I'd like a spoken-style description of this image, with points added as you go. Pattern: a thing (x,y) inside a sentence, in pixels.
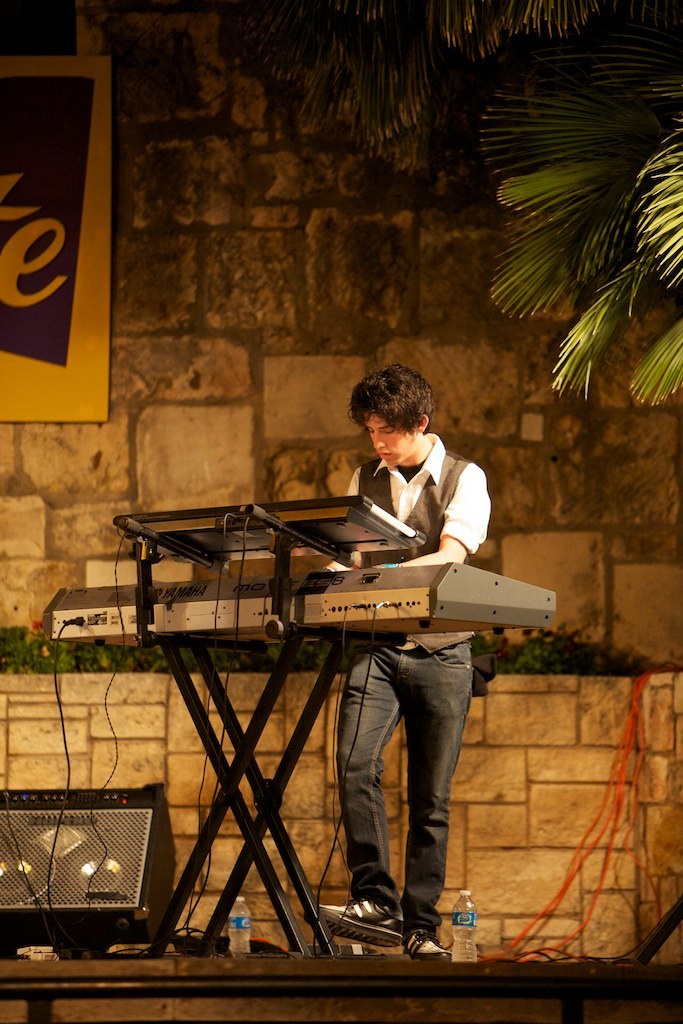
In this image I see a man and I see that he is wearing black jeans (446,650) and white shirt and I see a piano (471,587) over here and I see the speaker (161,823) and I can also see few wires (63,723) and 2 bottles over here. In the background (16,780) I see the wall (507,731), leaves (310,21) and I see a board (61,373) over here on which there is an alphabet (49,252).
